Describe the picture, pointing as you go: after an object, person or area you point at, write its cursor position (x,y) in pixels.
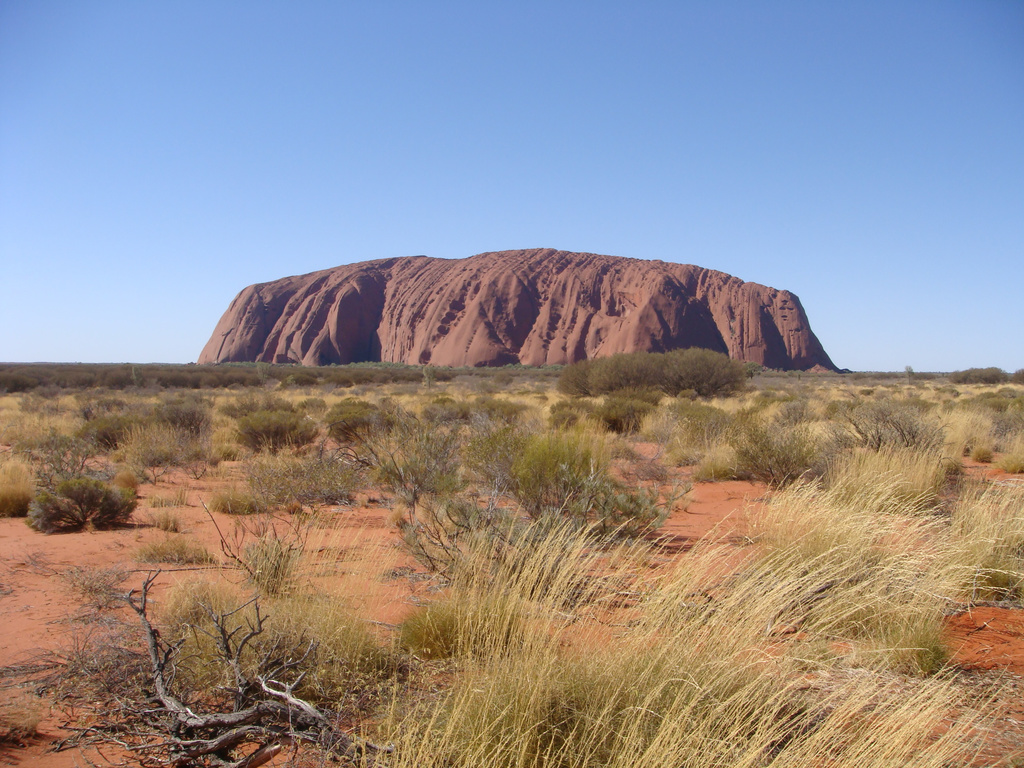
In this image we can see there are a few wooden sticks (254,705), grass (777,510), plants (699,405), trees (734,379) and a mountain (455,322). In the background (622,79) there is the sky (608,234).
